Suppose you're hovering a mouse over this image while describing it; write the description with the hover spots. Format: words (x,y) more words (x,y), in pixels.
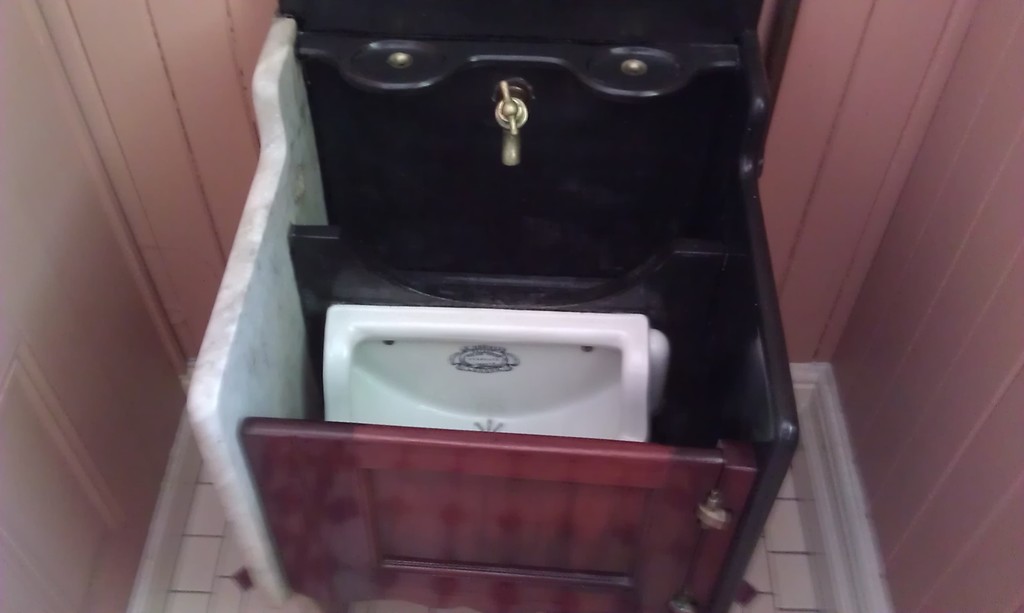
In this picture I can see white color washbasin (517,370), a tap (508,128), wooden object (438,473) and other objects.
